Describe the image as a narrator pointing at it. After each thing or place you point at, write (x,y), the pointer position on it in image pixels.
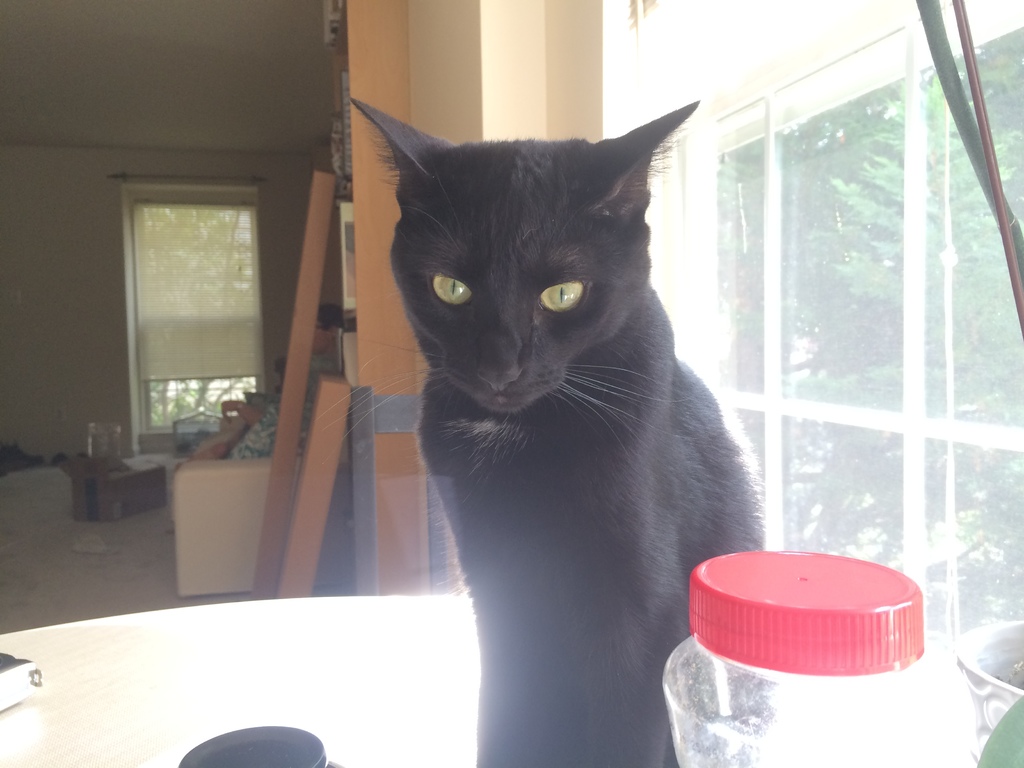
In this picture we can see a cat (450,361) on the table (346,682). This is bottle (838,587). Here we can see a glass (860,268) and there are trees (939,158). On the background (95,250) there is a wall (84,257) and this is window (222,333).
